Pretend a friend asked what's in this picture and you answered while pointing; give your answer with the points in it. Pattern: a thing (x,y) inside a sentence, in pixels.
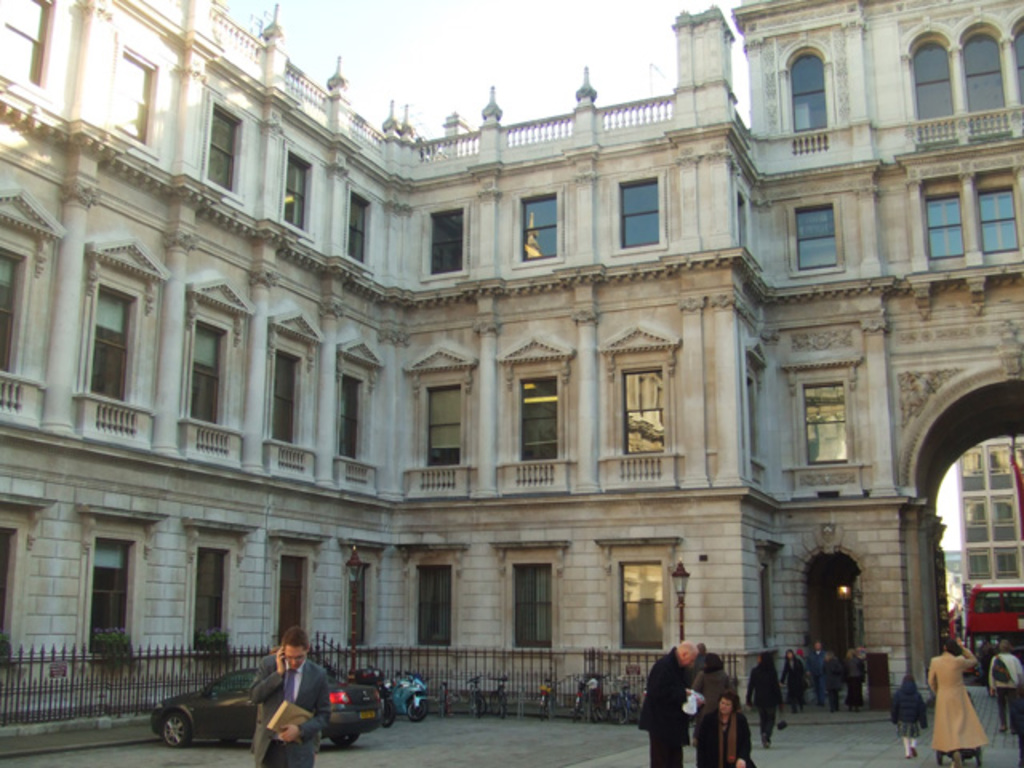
There is a building (329,342) with windows (198,625), arches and railings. In the front of the building (544,564) there is railing (592,671). On the sides of the building (145,627) there are plants (212,629). There are cycles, scooters (421,687) and a car (363,709) is parked in front of the building (166,620). Also there are many people (785,670).
